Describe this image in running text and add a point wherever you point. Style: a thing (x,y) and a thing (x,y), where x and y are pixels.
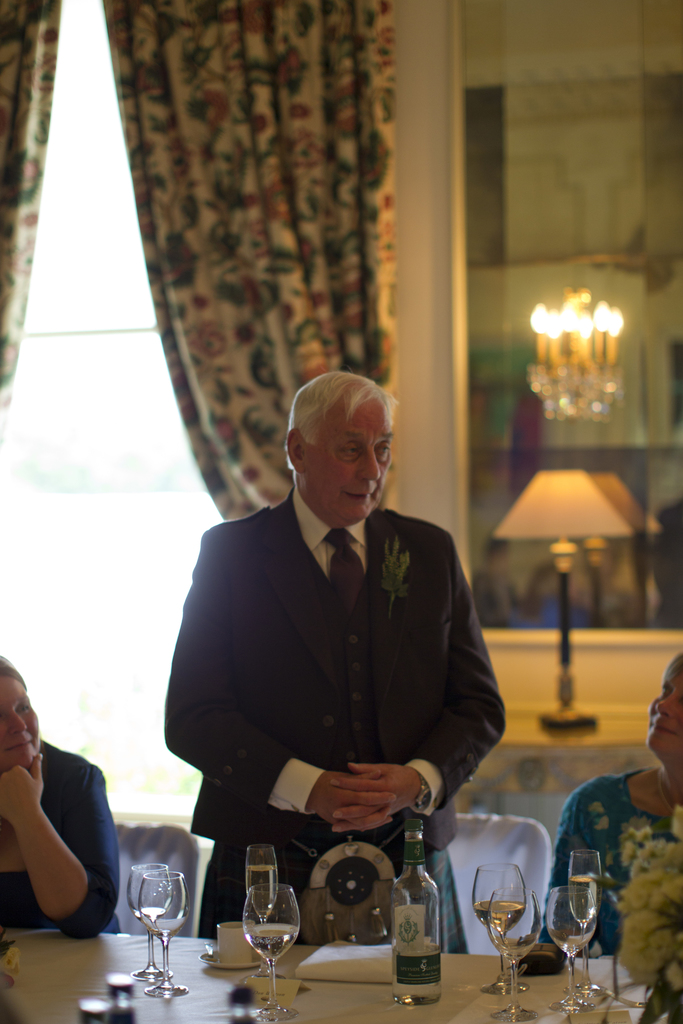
In this picture we can see man (292,685) standing and talking and beside to him two women (41,742) sitting on chair (474,833) and looking at him and in front of him there is table (121,941) and on table (535,1002) we can see bottle (410,928), glasses (569,923) and in background (294,299) we can see curtains (259,317), light (554,405), lamp (607,500).
